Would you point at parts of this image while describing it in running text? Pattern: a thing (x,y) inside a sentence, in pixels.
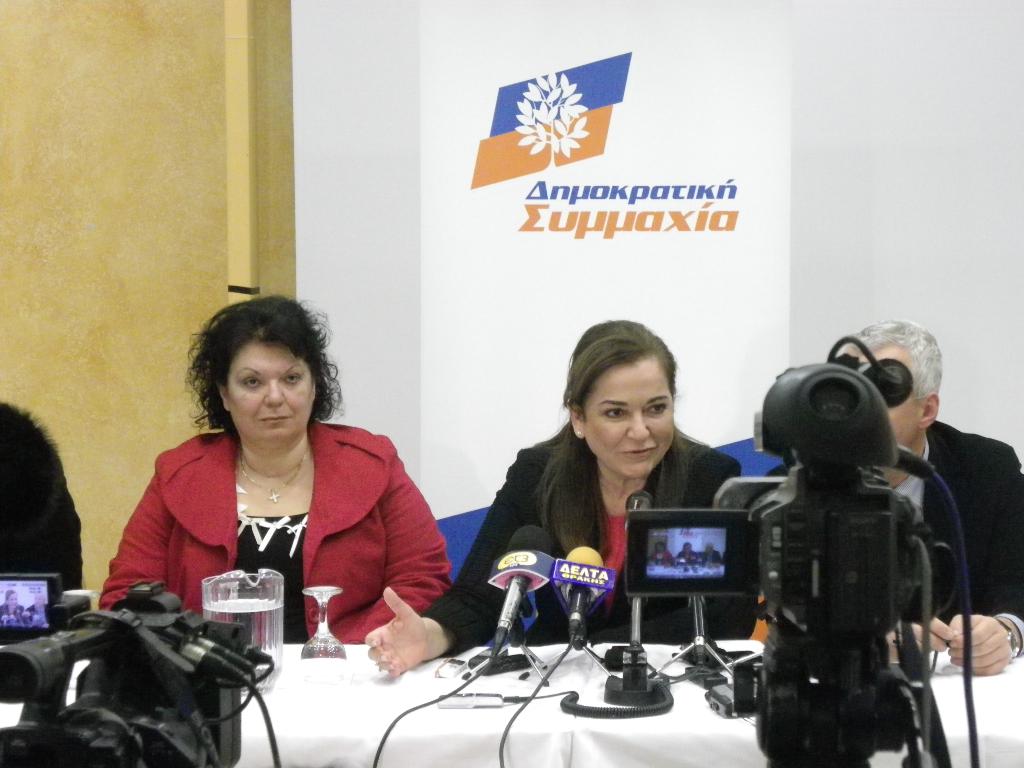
In this image in the front (809,663) there are cameras (808,692). In the center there is a table (416,691), on the table (683,708) there are glasses (307,662), mics (629,659), there is a water jug (248,616) and there are wires (574,706). Behind the table (648,661) there are persons (419,509) sitting and in the background (583,332) there is a wall (858,224) and on the wall (902,235) there is a board (597,129) with some text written on it.
